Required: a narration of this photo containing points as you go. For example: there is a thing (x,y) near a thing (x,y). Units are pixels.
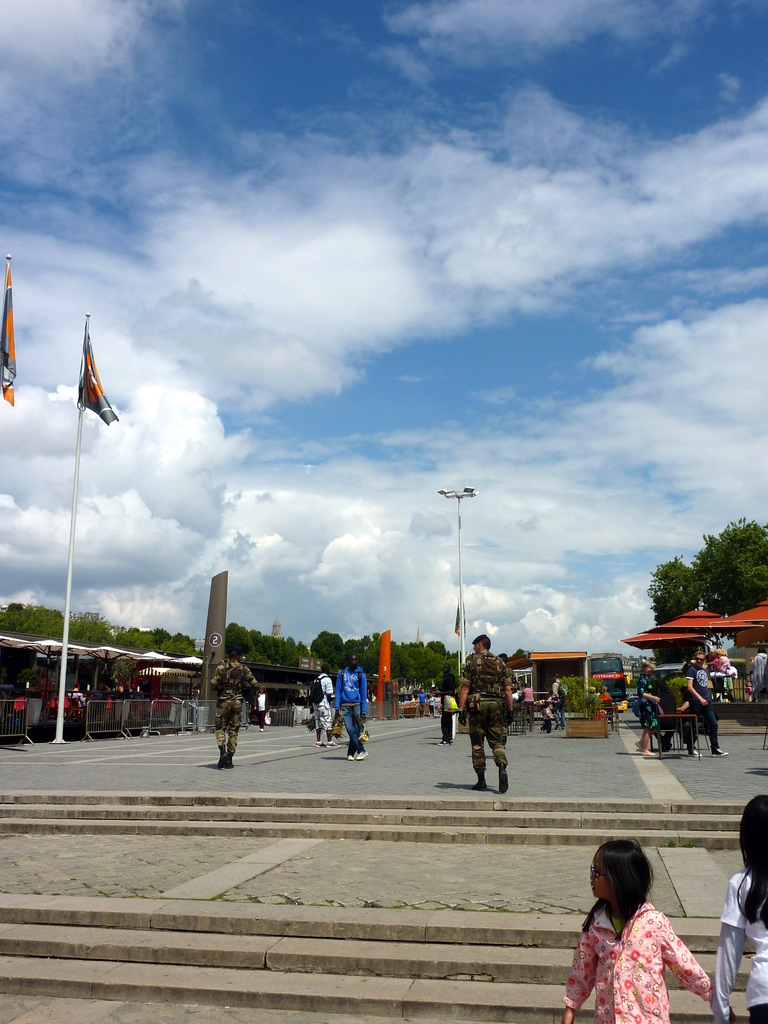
In this image we can see people (492,661), steps (62,960), road (214,738), poles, flags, banners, railings (384,707), trees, sheds (6,666), plants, and other objects (741,628). In the background (288,239) there is sky (349,322) with clouds (340,497).
